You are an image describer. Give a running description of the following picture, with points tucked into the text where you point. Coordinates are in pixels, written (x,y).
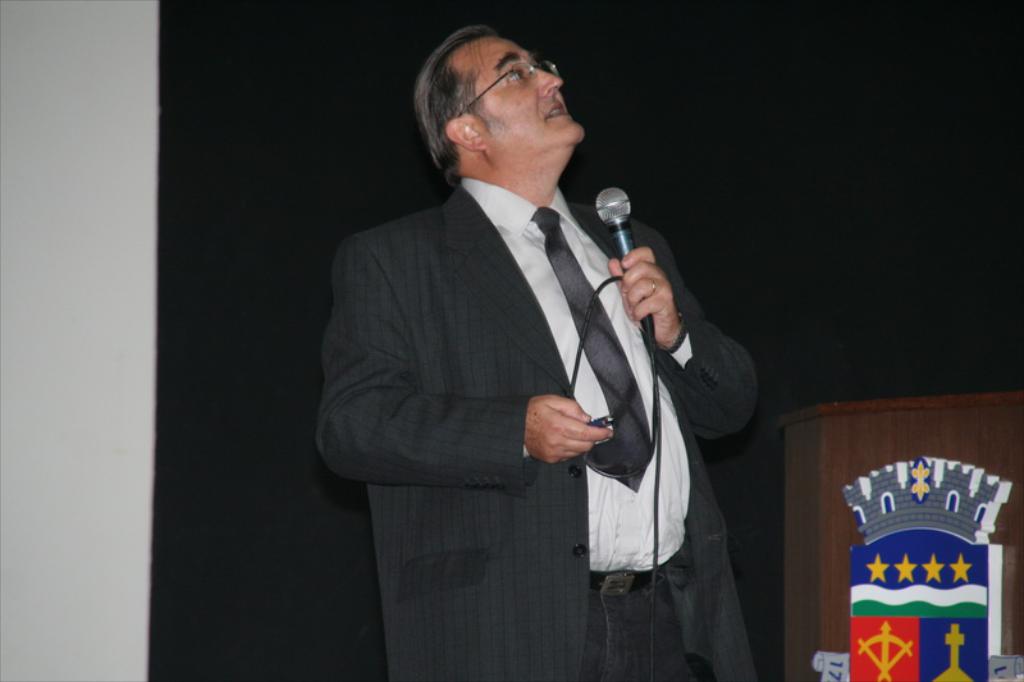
In this picture we can see man (454,248) wore blazer (519,323), tie (569,244), spectacle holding mic (616,195) in one hand (646,282) and remote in other hand (551,426) and beside to him we can see podium (998,481) and in background (841,227) it is dark.
